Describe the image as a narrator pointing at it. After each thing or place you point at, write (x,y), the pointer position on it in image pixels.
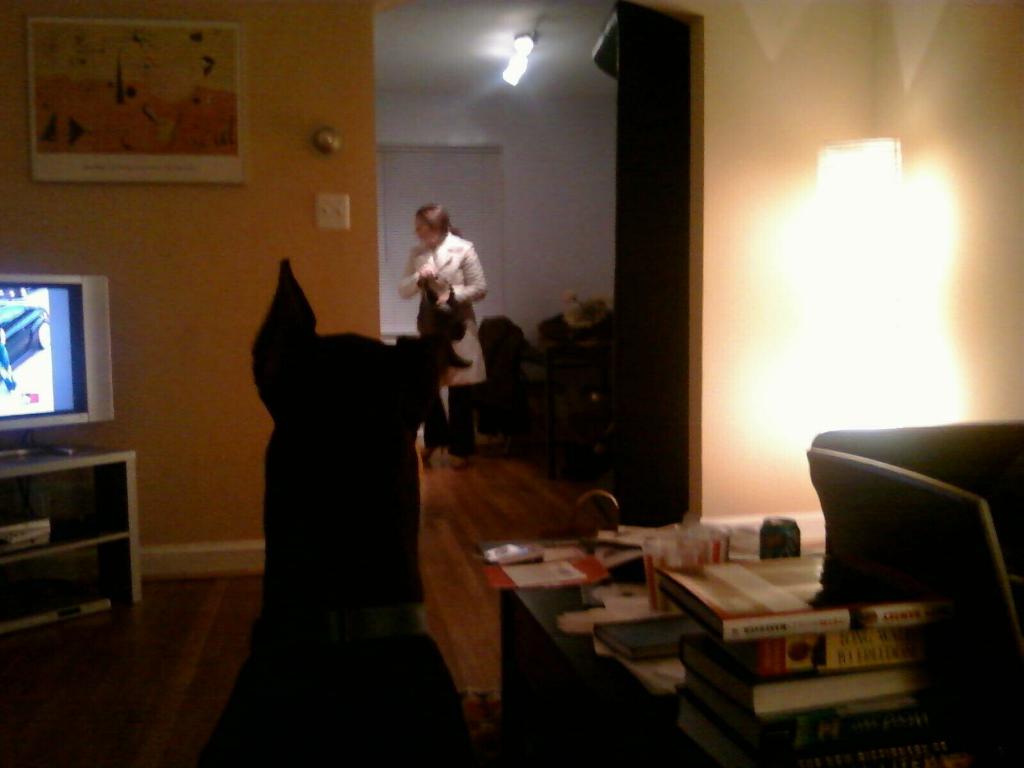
In this picture we can see a dog (346,473) some books (678,590) on the desk (686,607), television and a woman (417,277).
